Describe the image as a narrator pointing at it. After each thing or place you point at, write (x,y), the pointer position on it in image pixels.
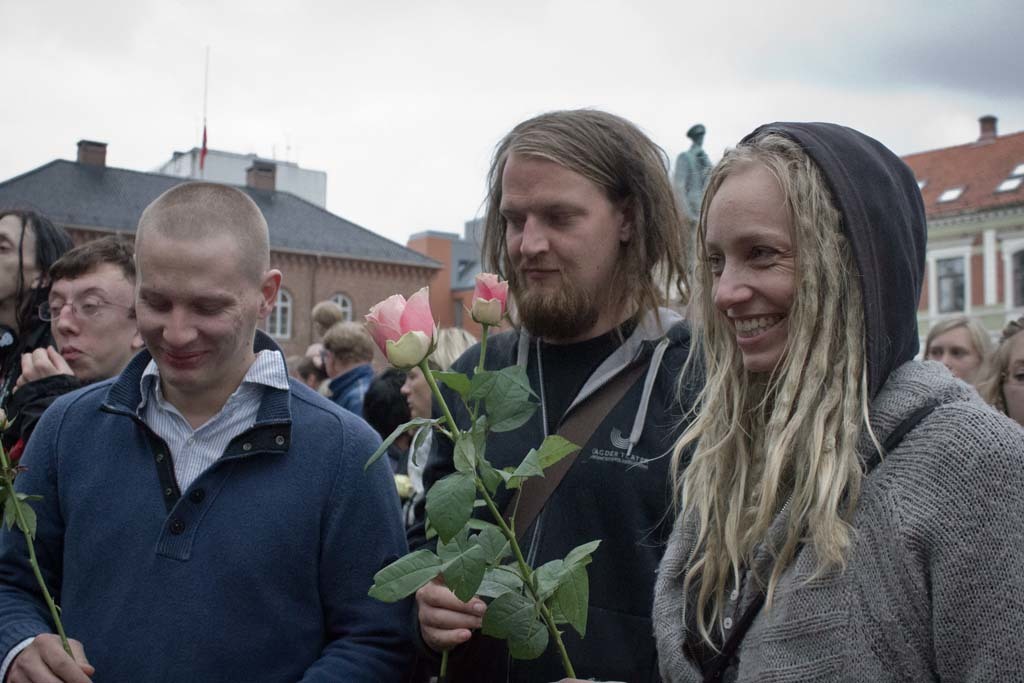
In this image we can see a few people (516,440). We can also see two persons (118,504) holding the roses (397,580). In the background (323,278) we can see the houses (938,181) and also a statue (694,143). There is a cloudy sky (674,55).
